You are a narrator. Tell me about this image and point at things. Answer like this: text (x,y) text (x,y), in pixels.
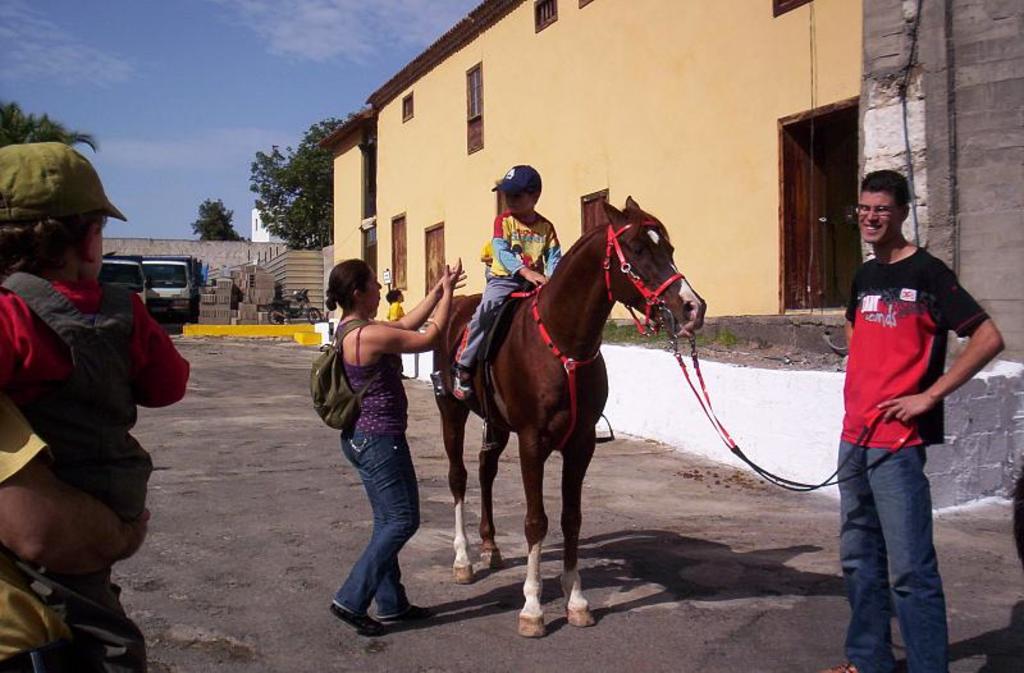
Here there is horse (564,413), boy (513,265) is sitting on the horse (568,337), woman (397,473) walking carrying a bag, this person (896,481) is holding the horse (563,394) and this person (64,480) is carrying a baby (92,395), in back (321,202) there are trees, building (626,126), vehicle (172,286), sky (229,87).
